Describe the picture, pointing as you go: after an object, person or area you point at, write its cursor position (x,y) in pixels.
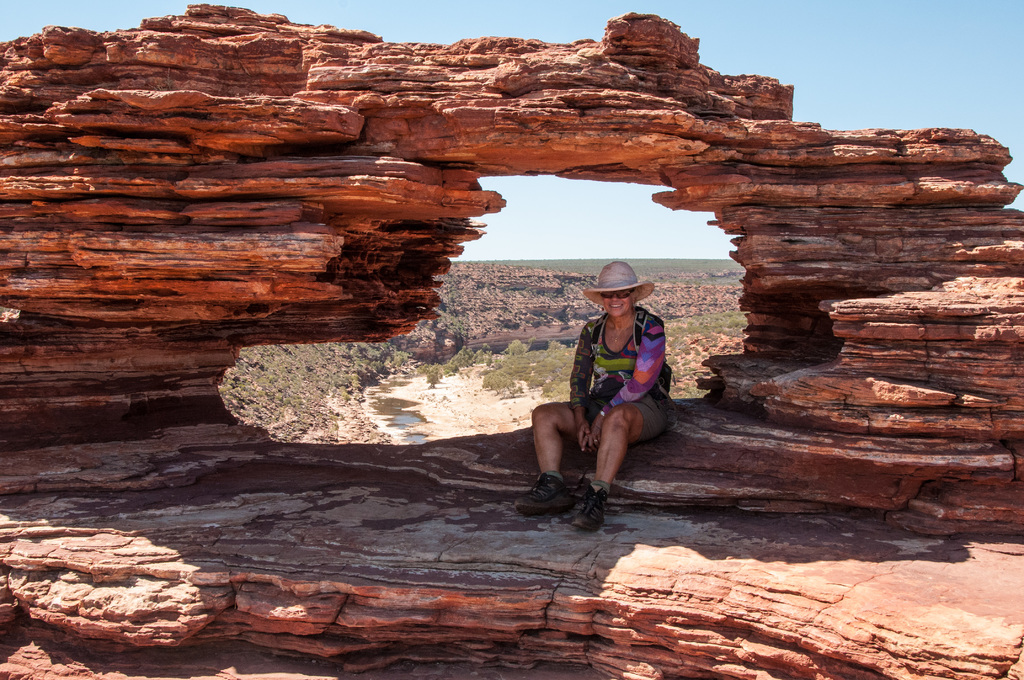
In this picture there is a woman (654,407) wearing colorful top (641,371) sitting on the rock mountain (821,508). Behind there are many rocks (505,268) and some trees (709,267). On the top (599,217) we can see the blue sky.
